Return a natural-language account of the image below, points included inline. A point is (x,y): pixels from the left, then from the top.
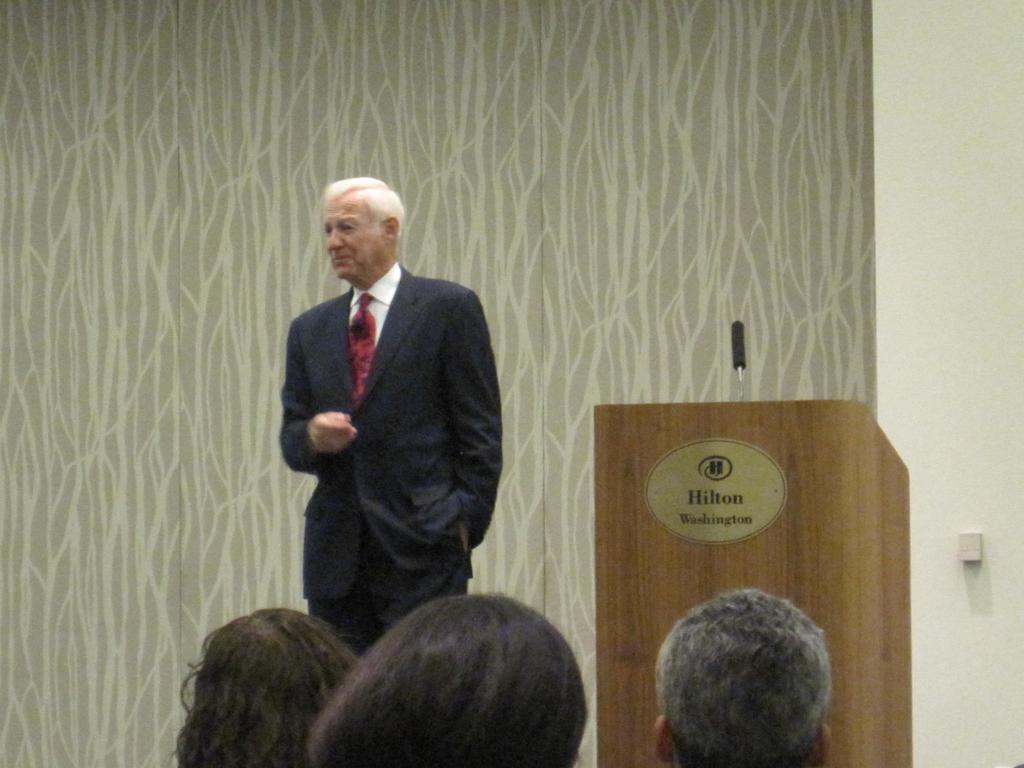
In this image we can see few people (452,637), a person (461,539) standing beside the podium (703,495), there is a mic (741,379) to the podium (758,516) and a wall (770,269) in the background (885,264).
